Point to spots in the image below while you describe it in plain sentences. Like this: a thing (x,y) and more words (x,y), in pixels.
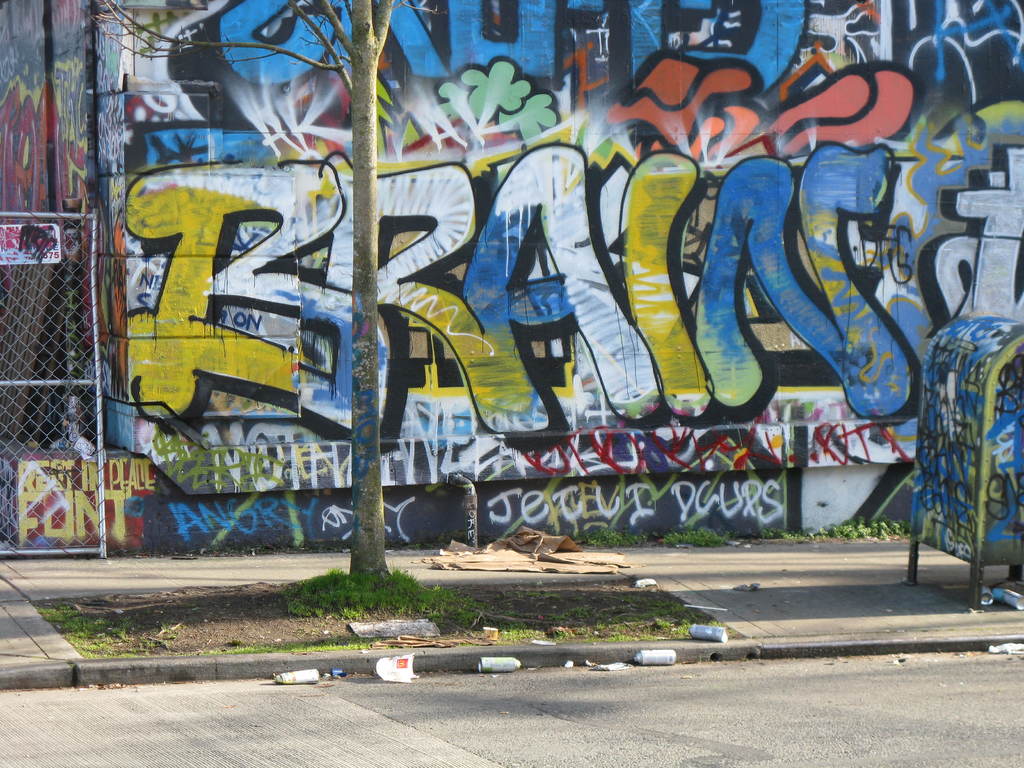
In the foreground of the picture (446,631) there are road (411,727), tins (292,683), grass (379,599), tree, dustbin (987,372), cloth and other objects (468,567). In the center of the picture (636,450) there is a wall (540,305) with graffiti (305,224). On the left (64,364) there is fencing (53,383).
